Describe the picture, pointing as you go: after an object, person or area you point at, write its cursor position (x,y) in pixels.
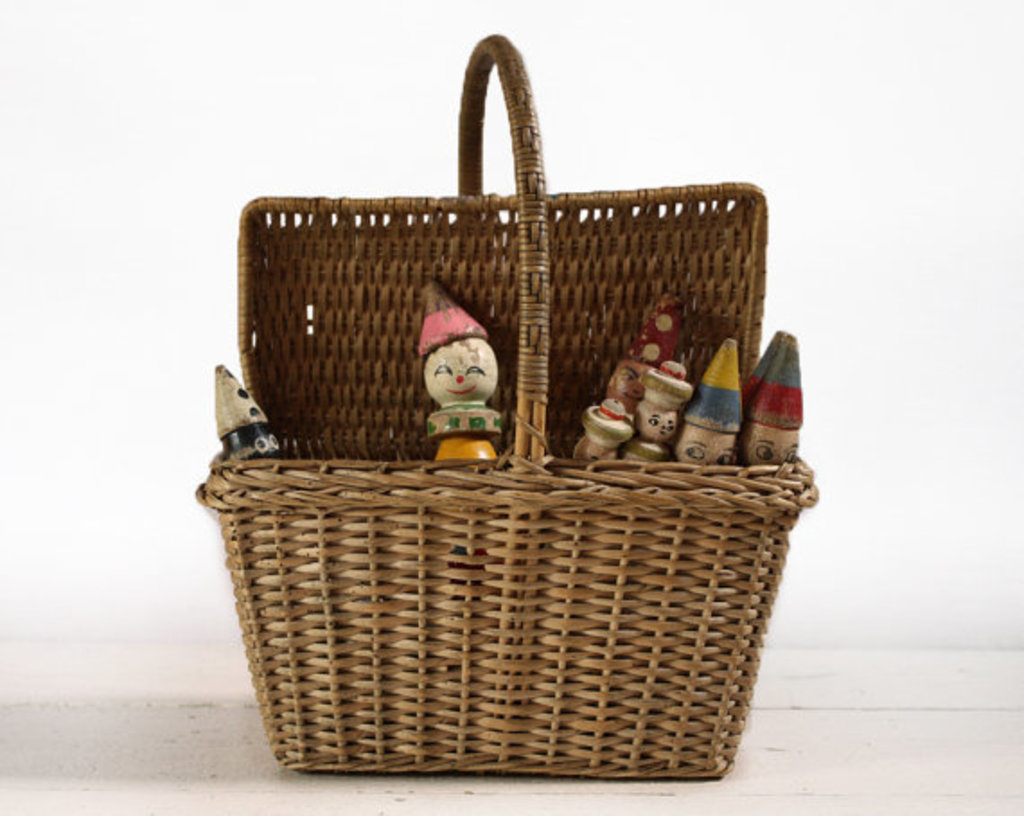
In this image in the front (512,469) there is a basket (515,481) and inside the basket (423,405) there are puppets (224,416).
